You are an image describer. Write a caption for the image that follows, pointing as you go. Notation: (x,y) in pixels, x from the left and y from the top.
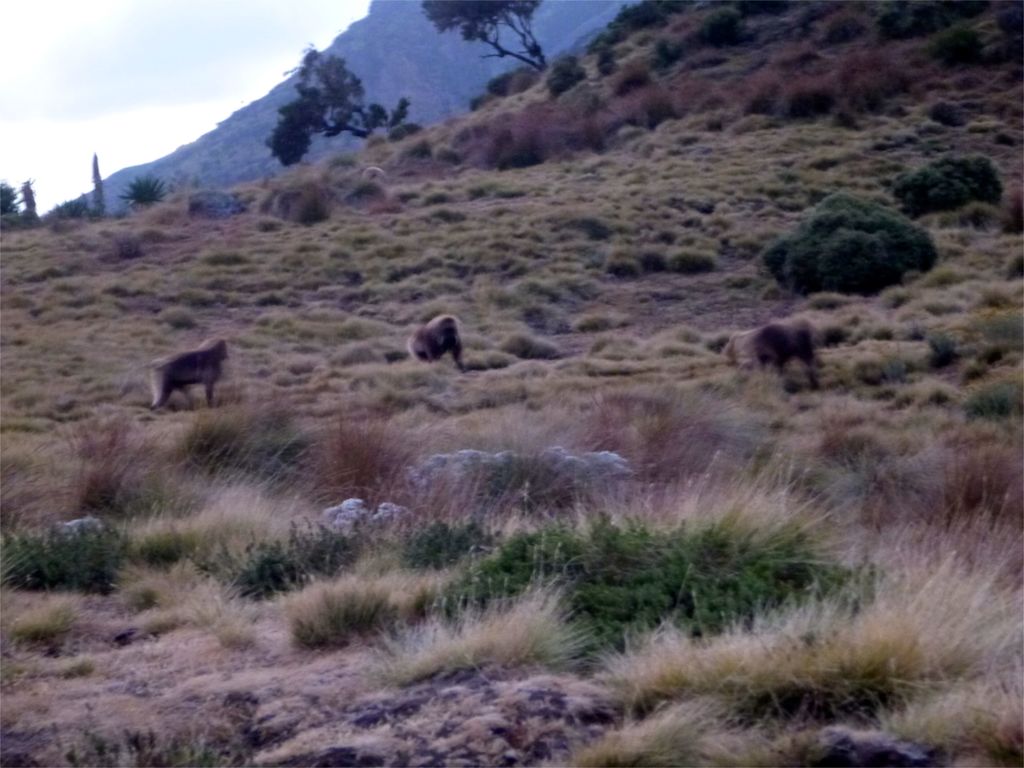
In the foreground (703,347) I can see three monkeys (759,363) on the grass (554,437), trees (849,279) and mountains (296,234). In the top left (197,85) I can see the sky (224,111). This image is taken may be near the hill station (722,147).
